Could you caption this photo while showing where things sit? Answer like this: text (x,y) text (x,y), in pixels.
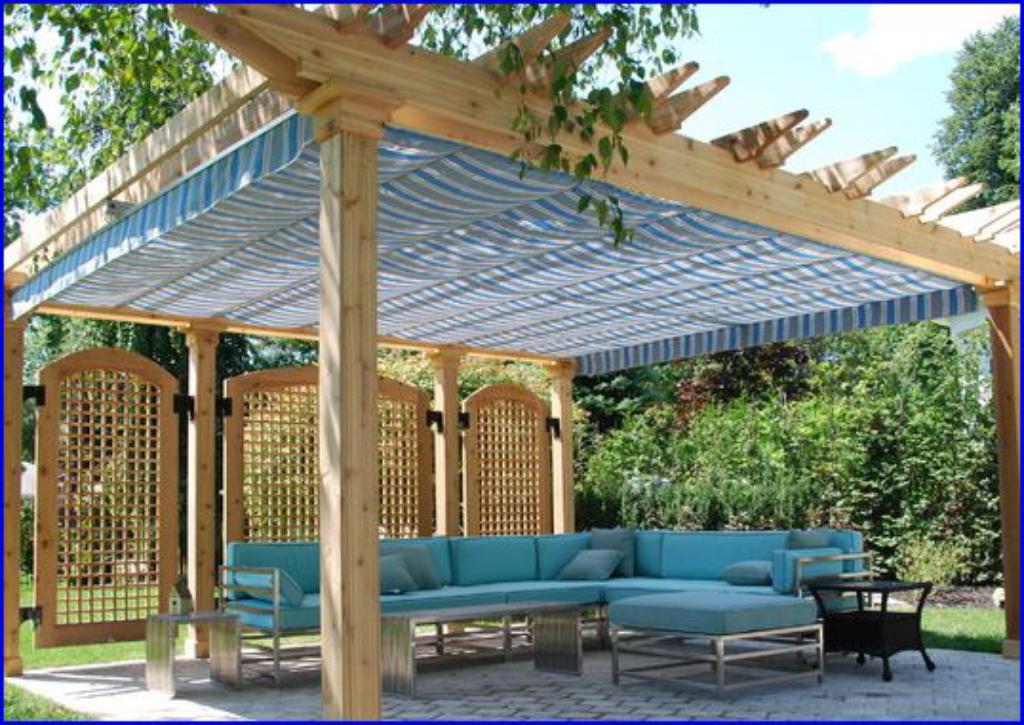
In this image I can see few tables (857,644) and a couch (674,568) under the shed (348,312). In the background (114,419) few wooden planks (125,442) are attached to the pillars (199,479). In the background (811,429) there are many trees (817,418). At the top (820,62) I can see the sky (820,62).
